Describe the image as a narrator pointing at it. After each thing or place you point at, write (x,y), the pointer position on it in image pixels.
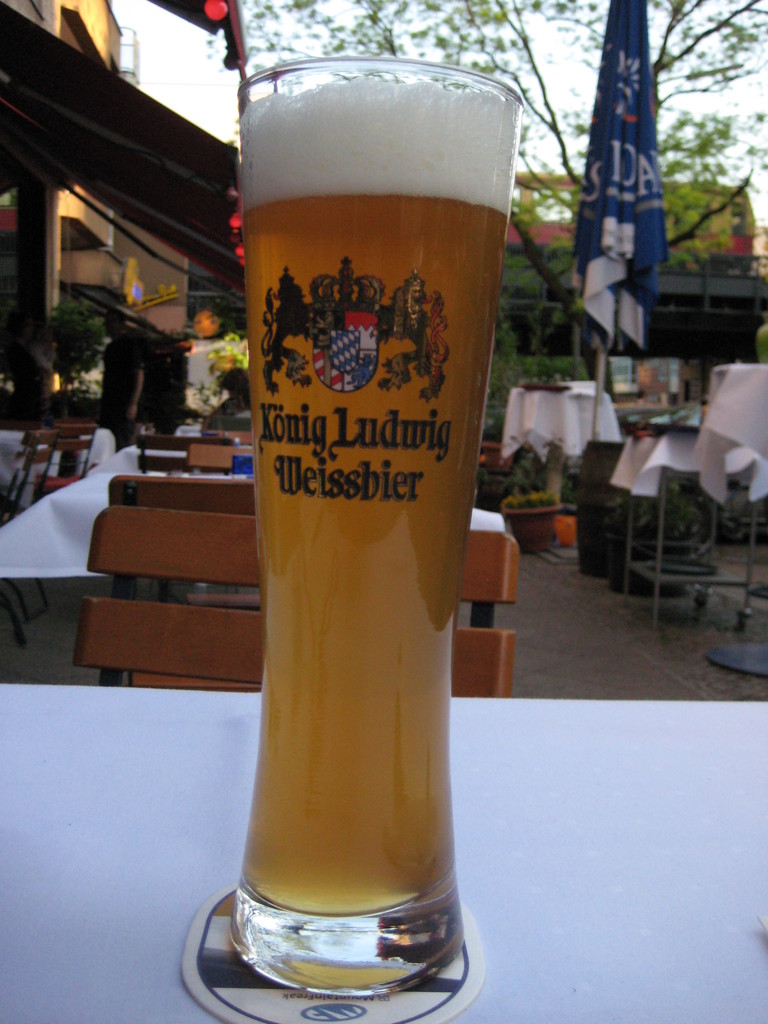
In this picture, we can see some liquid (346,527) in the glass (279,818) and the glass (265,874) is on an object (353,965). Behind the glass (343,468), there are chairs (229,496), tables (3,532), pot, white clothes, plants (536,500), trees (668,167), buildings (121,44) and the sky (208,38).
